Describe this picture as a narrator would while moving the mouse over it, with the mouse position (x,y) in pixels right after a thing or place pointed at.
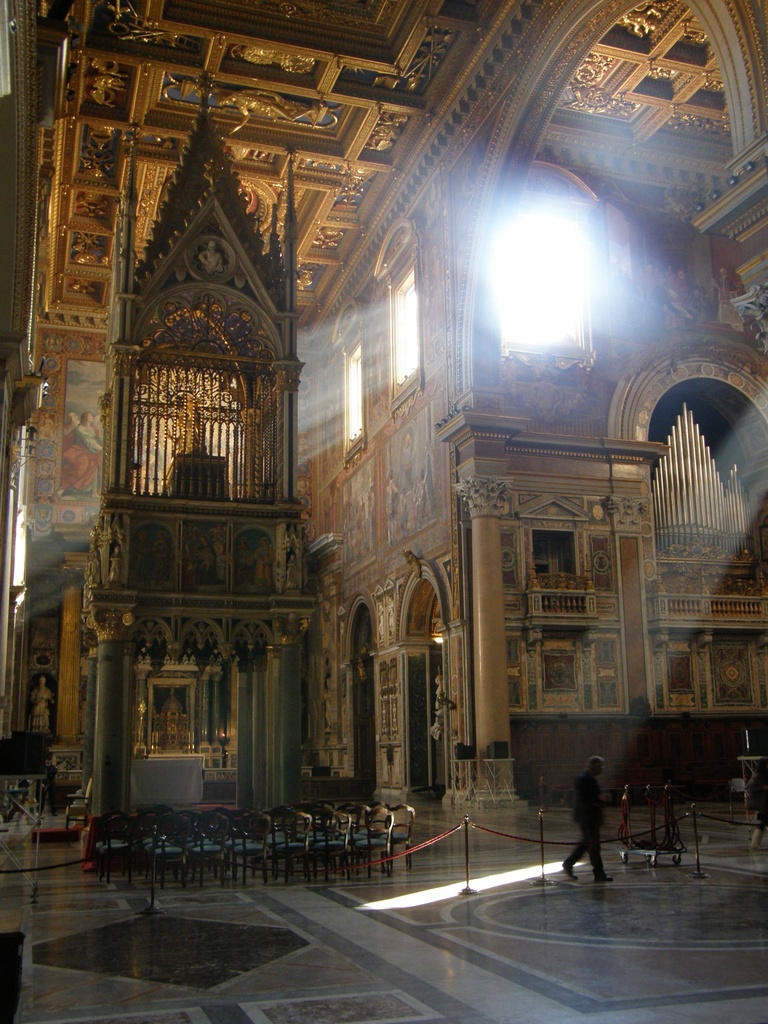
This picture describes about inside view of a building (468,660), in this we can find few chairs (327,830), metal rods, cables (416,845), lights (506,881) and a person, in the background (84,375) we can see a statue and painting (68,417) on the wall (56,416).
